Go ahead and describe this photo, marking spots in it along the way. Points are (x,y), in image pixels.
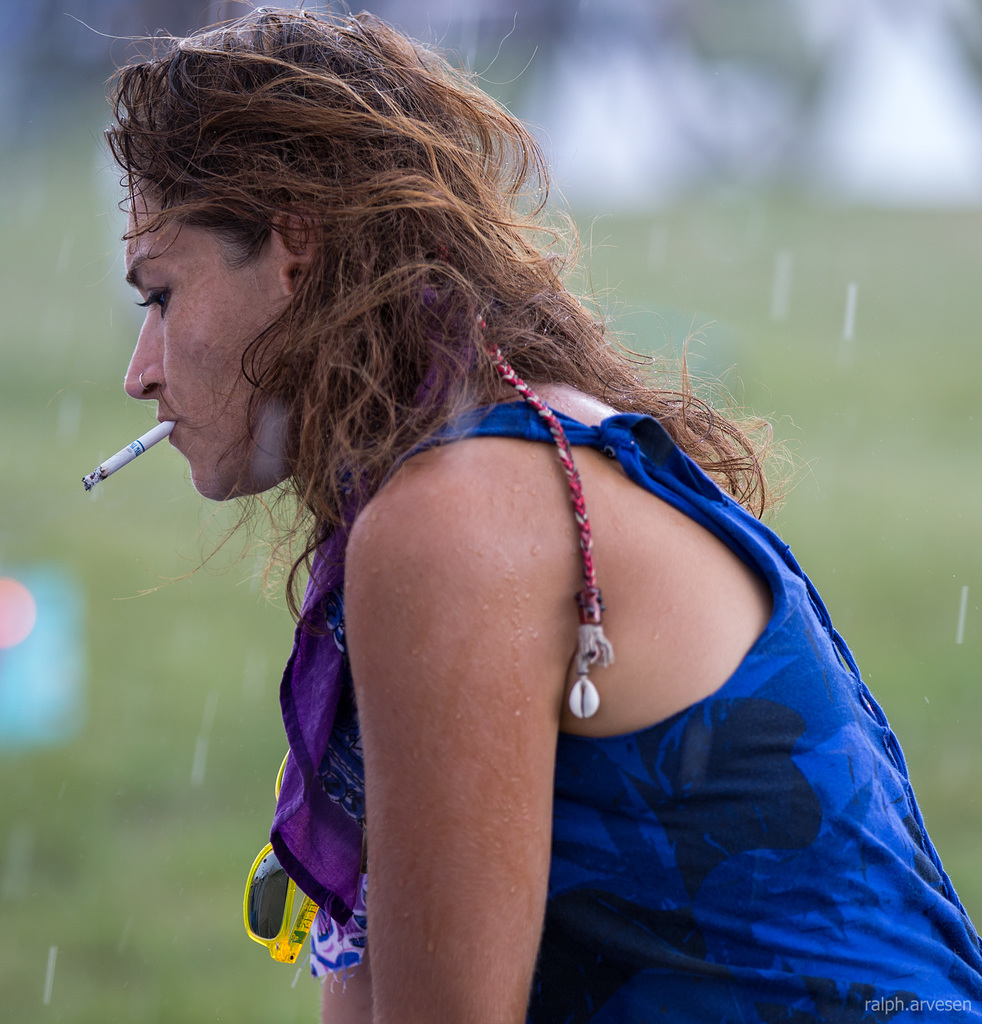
In this image in the front (461,617) there is a woman (434,577) smoking and the background (4,830) is blurry.
